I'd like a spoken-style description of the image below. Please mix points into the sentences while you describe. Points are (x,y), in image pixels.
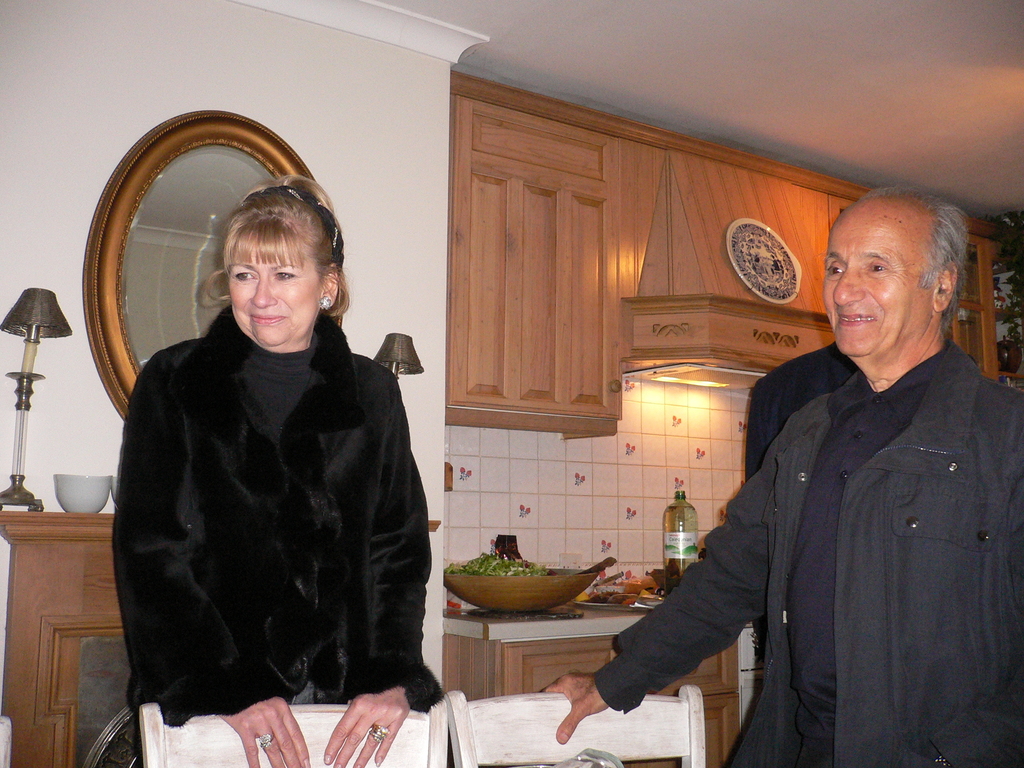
In the image we can see a man (774,490) and a woman (244,466) are standing, they are wearing clothes (239,697), This is a finger ring (264,745), earring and hair belt (268,196). There is a bottle (680,575), basket (530,583), lamp (33,317), bowl (512,590), light (692,379), cupboard (575,343), mirror (169,318) and chair (436,730). The man (859,319) and woman (257,340) are smiling.
